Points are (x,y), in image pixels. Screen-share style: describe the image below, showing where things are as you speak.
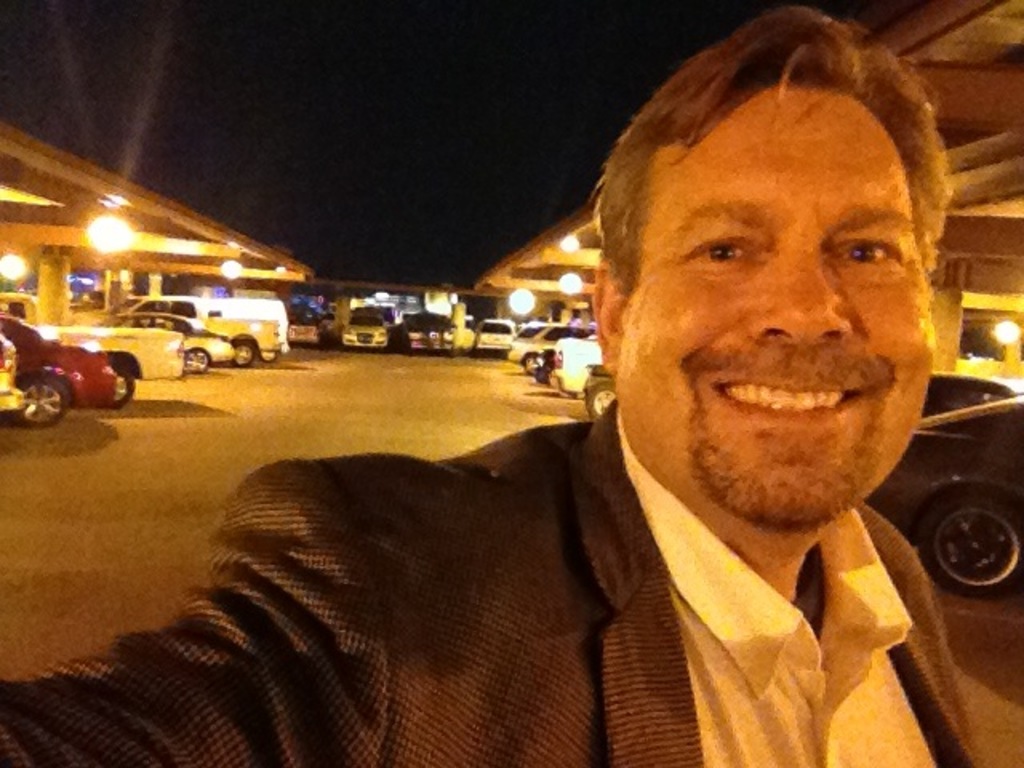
In this picture I can see a person (647,322) with a smile. I can see the vehicles (193,342) in the parking space (321,353). I can see the lights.
